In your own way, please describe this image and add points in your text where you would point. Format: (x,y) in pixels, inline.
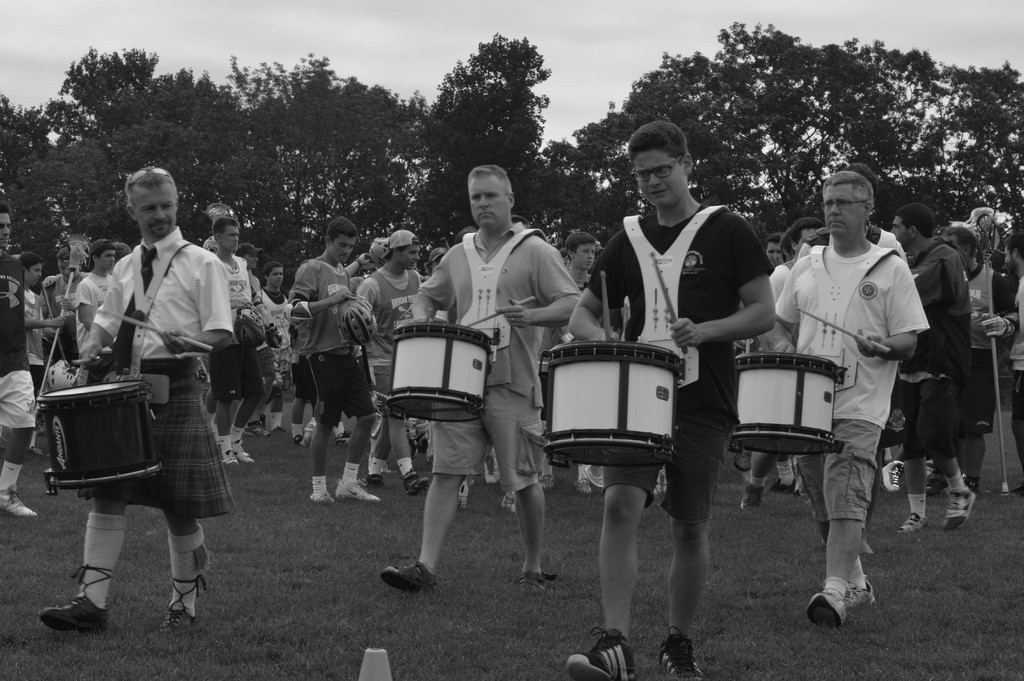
In this image I can see number of people (911,467) where few of them are holding drums (816,442). In the background (874,157) I can see few more trees (268,175).
